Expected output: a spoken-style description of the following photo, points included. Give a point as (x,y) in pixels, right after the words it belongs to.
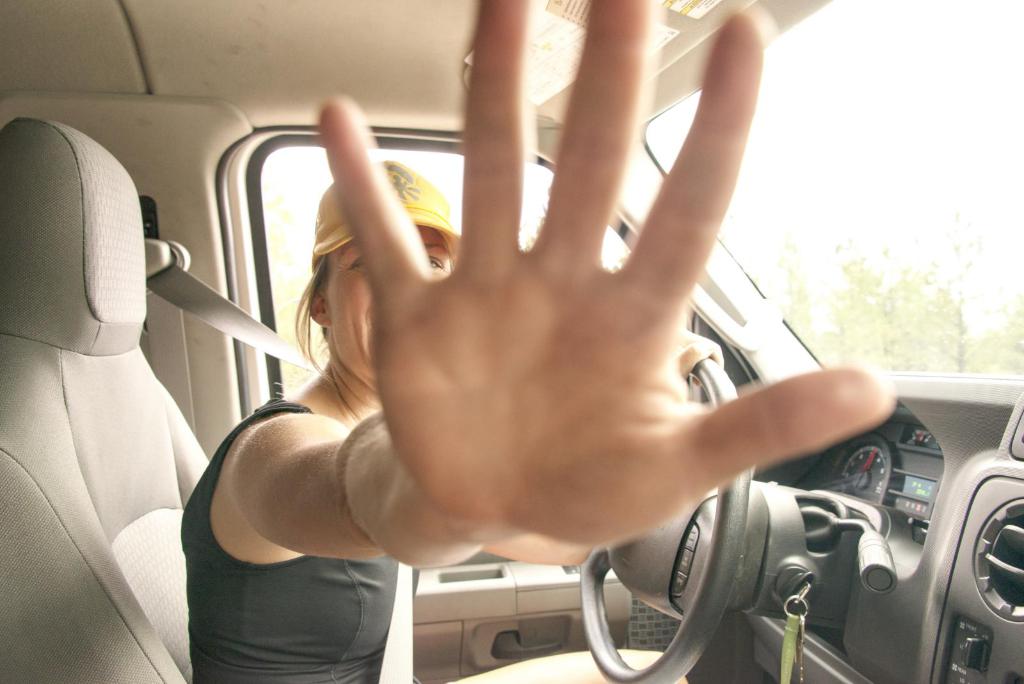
In the center of the image (473,388) we can see woman (382,437) sitting in the car (555,606). In the background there are trees (785,302).
